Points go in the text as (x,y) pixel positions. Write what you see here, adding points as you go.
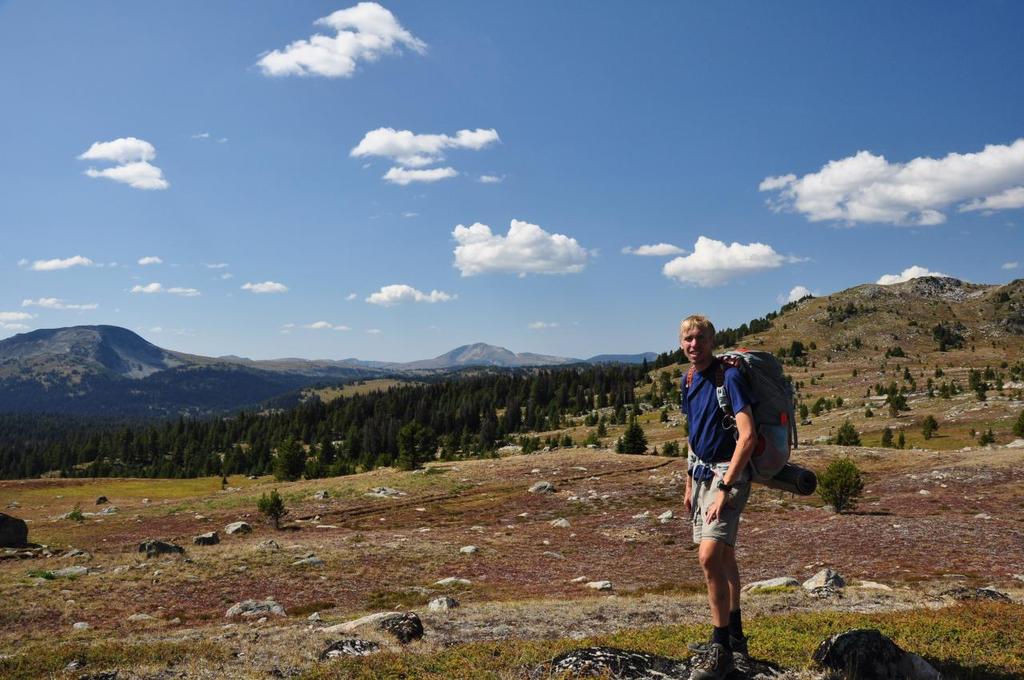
This picture is taken from outside of the city. In this image, on the right side (737,388), we can see a man (709,430) wearing a blue color shirt (710,415) and he is also wearing backpack (727,410) is standing on the stones (753,667). In the background (284,430), we can see some trees (252,422), plants (419,424), rocks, mountains (942,301). At the top (626,66), we can see a sky (622,80), at the bottom (652,631), we can see a land (411,535) with some stones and a grass (283,660).
